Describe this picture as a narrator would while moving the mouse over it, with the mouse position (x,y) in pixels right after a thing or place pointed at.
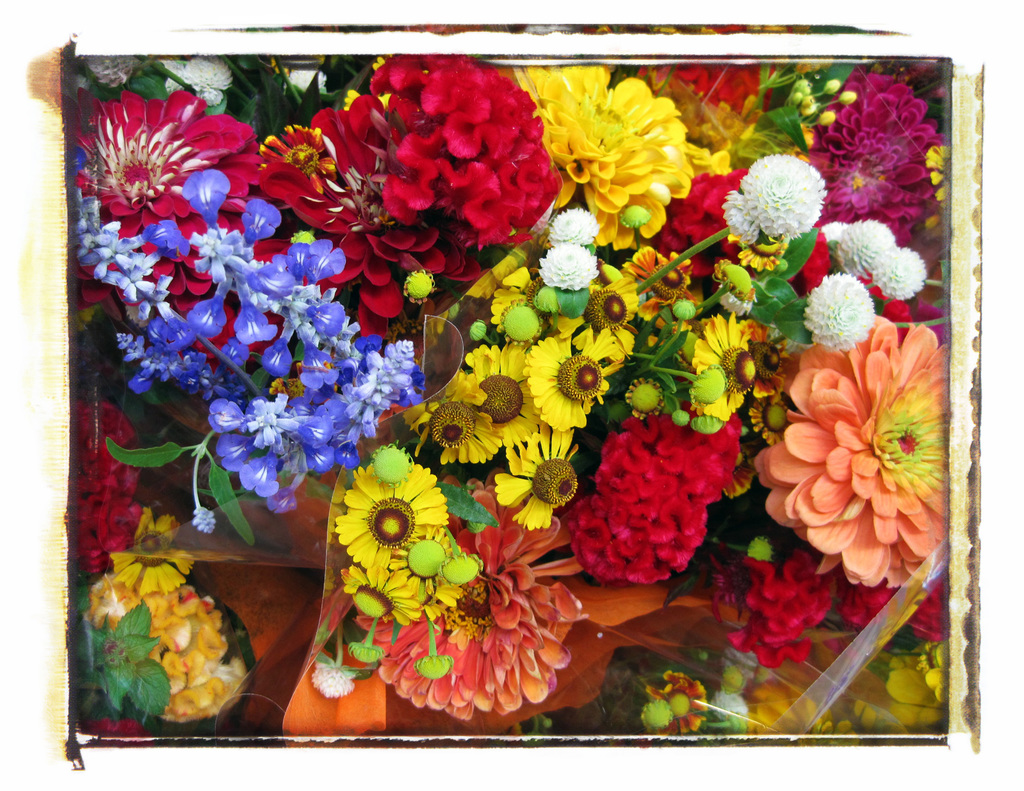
In this image there are a few bouquets (402,304) of flowers (427,191).
